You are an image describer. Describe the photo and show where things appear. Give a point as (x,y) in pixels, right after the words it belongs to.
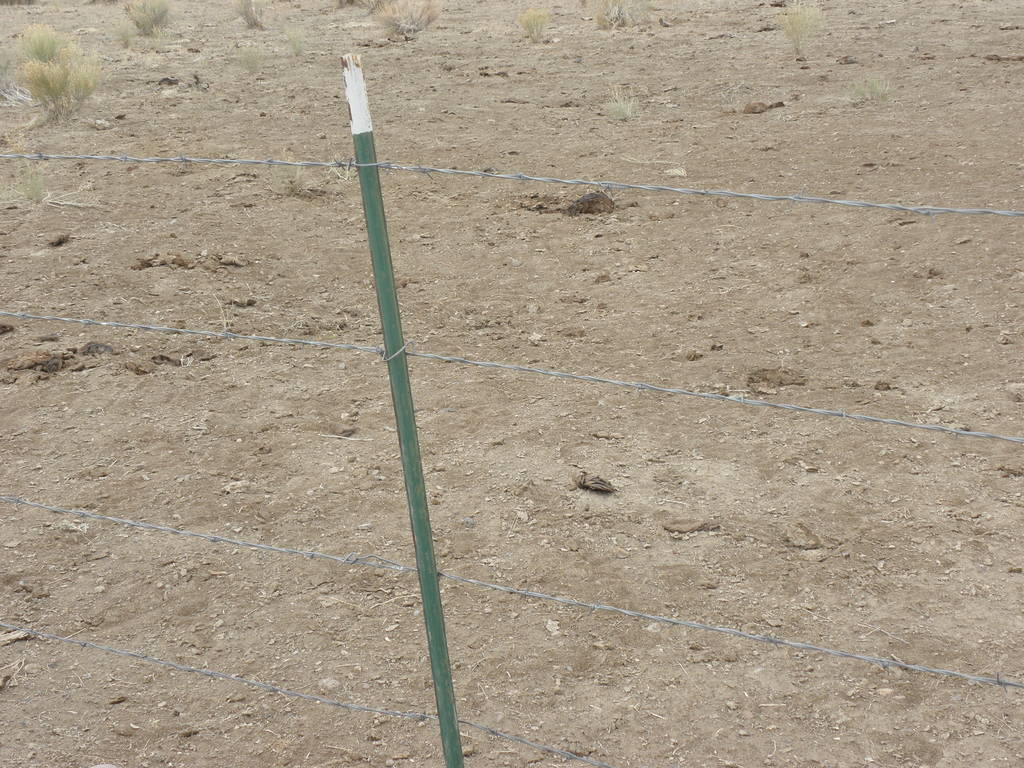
In this image we can see a fence (383,229). In the background (40,54) there is grass (67,60).
